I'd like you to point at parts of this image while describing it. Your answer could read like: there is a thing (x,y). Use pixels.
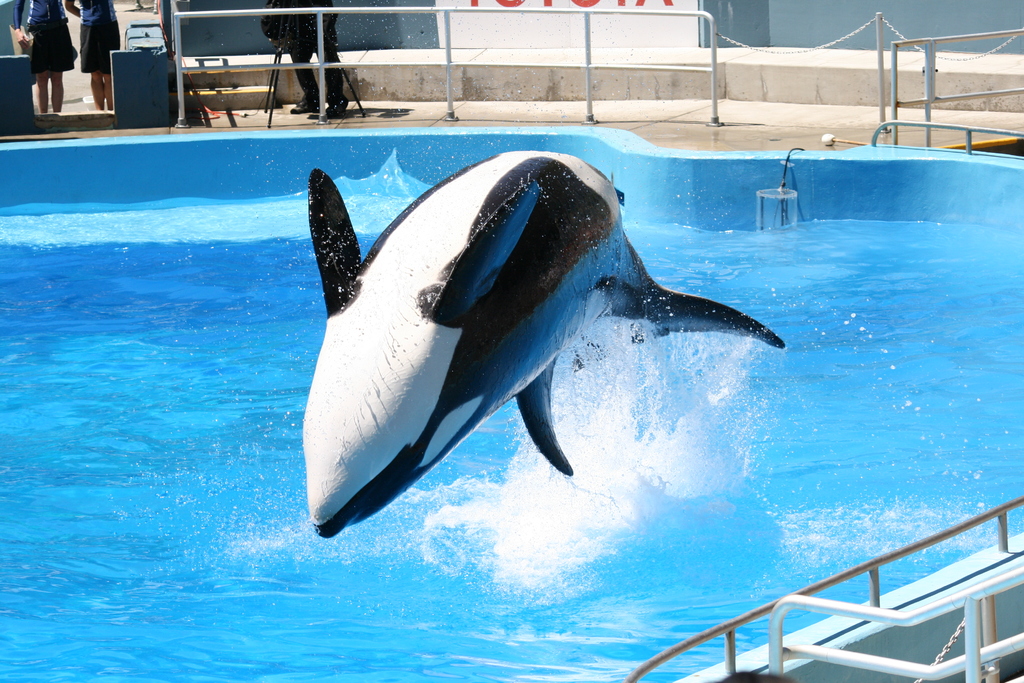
In the center of the image (443,382) we can see a dolphin (409,385). In the background of the image (41,446) we can see a pool (219,266) which contains water (304,389) and barricades (894,107), rods (905,121). At the top of the image (365,50) we can see some people (44,37), stand (281,37), wall (704,42).
